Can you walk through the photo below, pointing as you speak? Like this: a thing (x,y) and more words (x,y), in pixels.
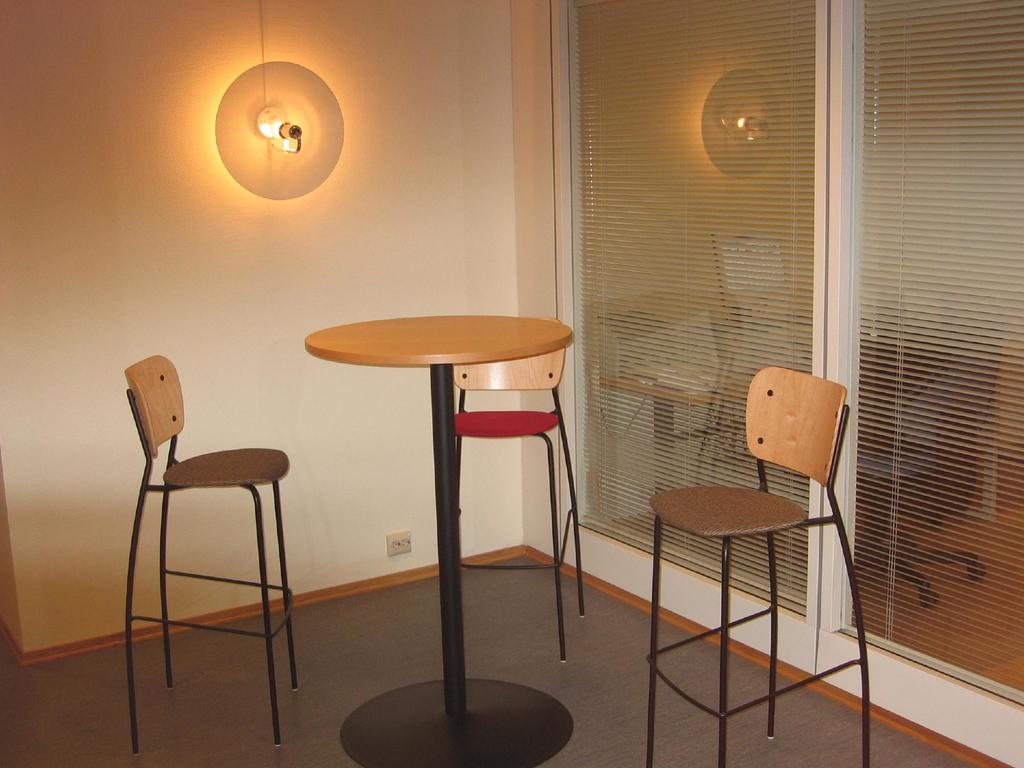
The picture is taken inside a room (699,534). In this picture we can see chairs (466,419), table (452,559) and floor (587,725). In the background (311,193) there are door (962,88), glass window (663,251), wall (72,301) and light (292,123), outside the door (640,245) there are table (650,380), desktop (736,294), chair (891,436) and other object (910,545).
